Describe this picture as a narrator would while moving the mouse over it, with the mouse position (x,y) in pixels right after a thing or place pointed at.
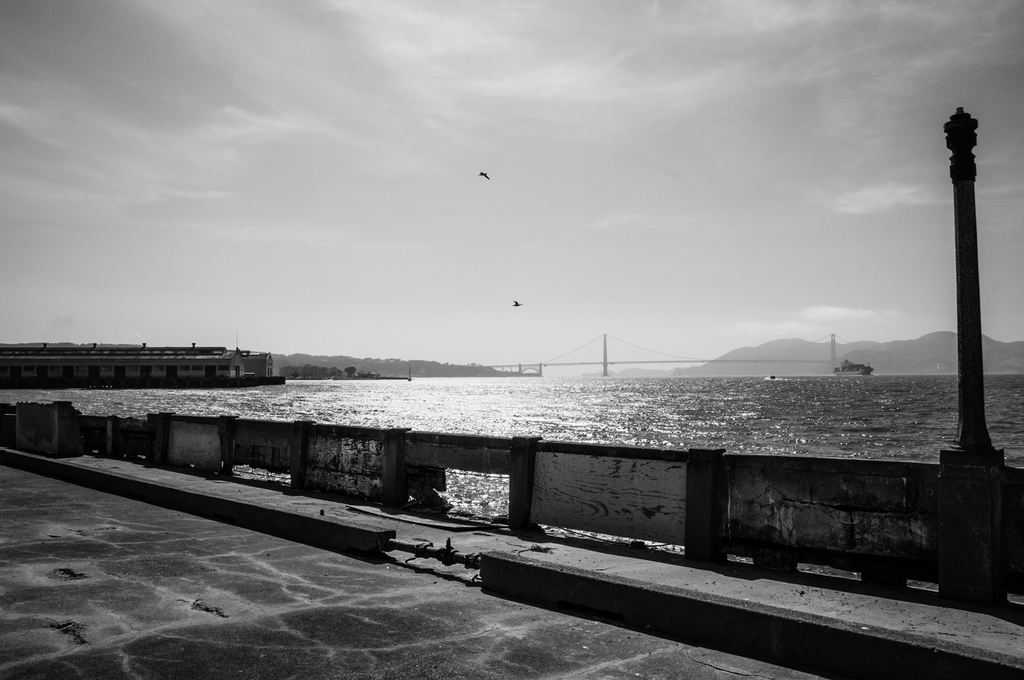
In this picture we can see a path (91,627), wall (579,448), pole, boats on water (696,398), mountains (756,364), birds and in the background (260,133) we can see the sky (666,67) with clouds (894,203).
